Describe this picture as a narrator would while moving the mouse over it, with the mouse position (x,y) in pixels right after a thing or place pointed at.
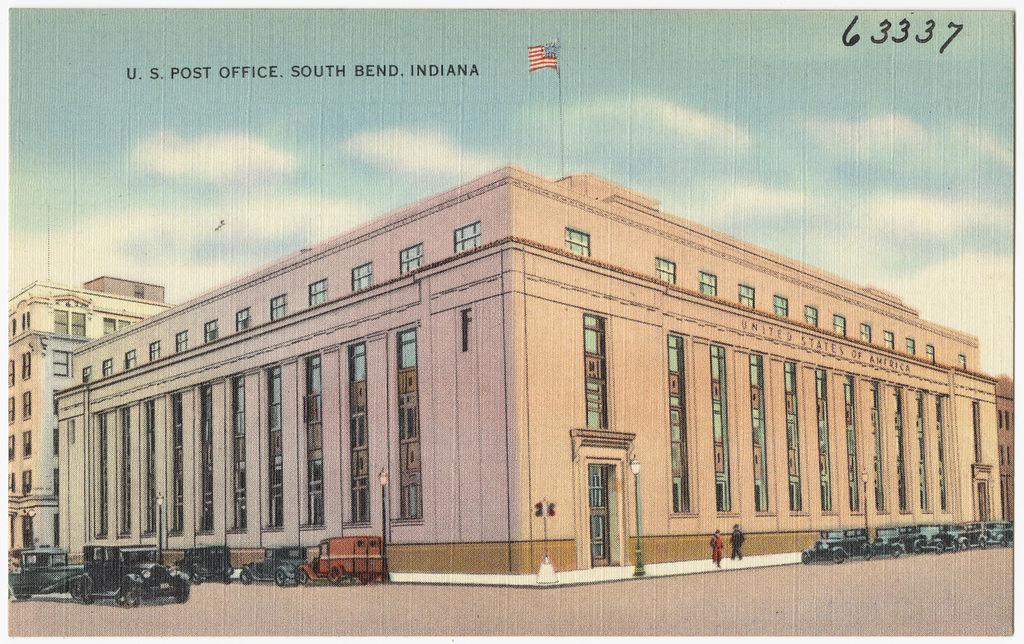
In the image we can see some vehicles (287,566) and buildings (754,275), on the building (542,187) there is a pole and flag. Behind the building (673,295) there are some clouds (188,226) and sky (90,171).
